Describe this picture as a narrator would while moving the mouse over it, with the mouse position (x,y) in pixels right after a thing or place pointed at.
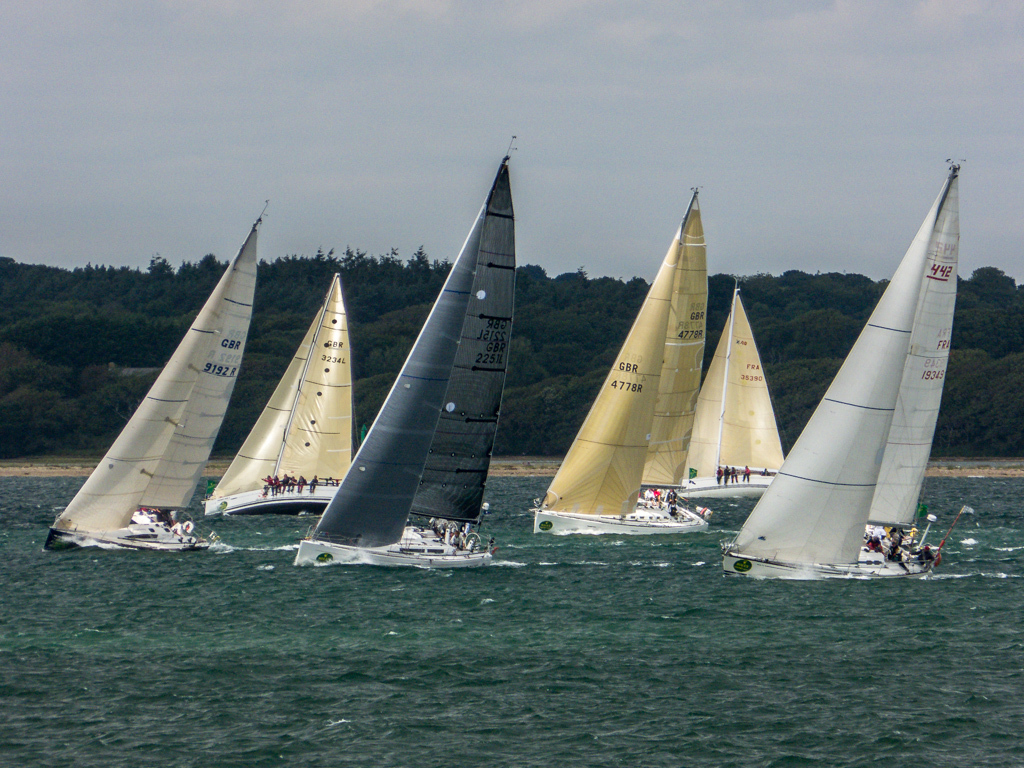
In this image I can see the water (505,623) and few boats (401,564) on the surface of the water (682,556) which are white, black and cream in color. I can see few persons (456,533) on the boats (651,513). In the background (19,345) I can see few trees (279,345), the ground (940,460) and the sky (425,160).
